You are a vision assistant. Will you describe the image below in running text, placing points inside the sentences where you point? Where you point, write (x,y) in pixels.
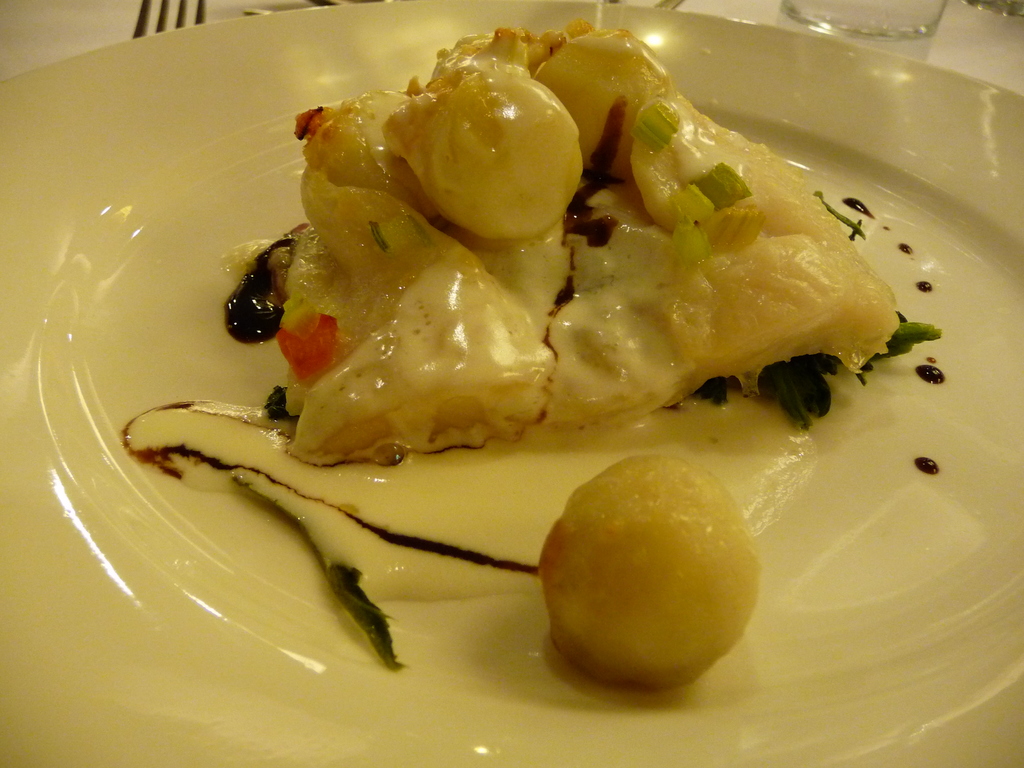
In the foreground of this image (762,266), there is a food item (805,356) on white platter (283,90). At the top (853,22), there is a fork (206,4) and the glass (936,17) on the white surface (964,39).
